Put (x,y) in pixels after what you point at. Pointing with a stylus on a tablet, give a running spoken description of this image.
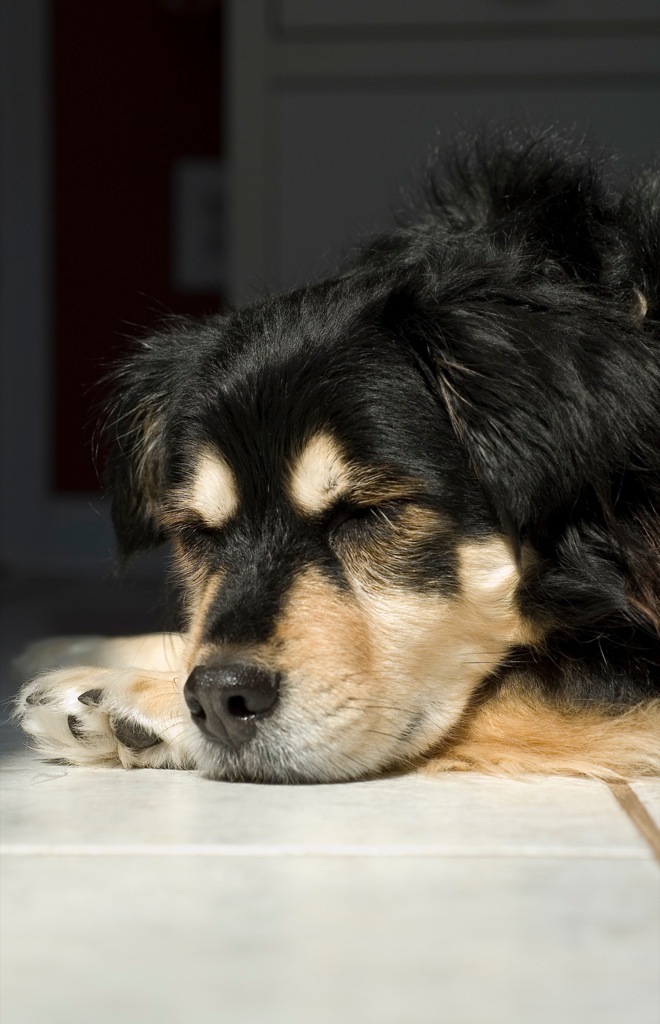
In this picture there is a dog (420,659) lying on the ground (348,819). It is in black and brown in color. On the top (185,107), there is a wall (35,247) with a door (116,253).
